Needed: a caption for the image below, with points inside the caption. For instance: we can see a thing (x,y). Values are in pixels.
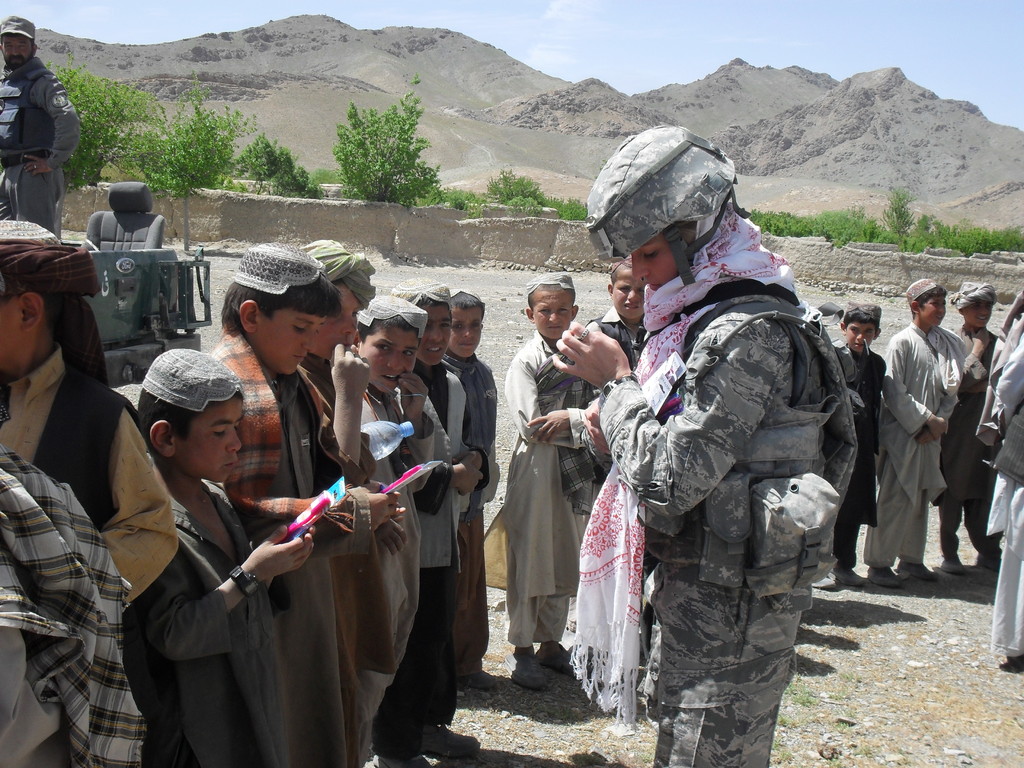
In this image I see a woman (727,384), man (47,155) and number of children (263,245) and I see that this woman (722,278) is wearing a helmet (709,202) and a scarf (733,241) on her neck (729,248) and I see that there is a bottle (389,428) over here and I see the ground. In the background (216,216) I see the vehicle (130,205), wall (271,227), trees (264,187), mountains (305,111) and the sky (623,37).
